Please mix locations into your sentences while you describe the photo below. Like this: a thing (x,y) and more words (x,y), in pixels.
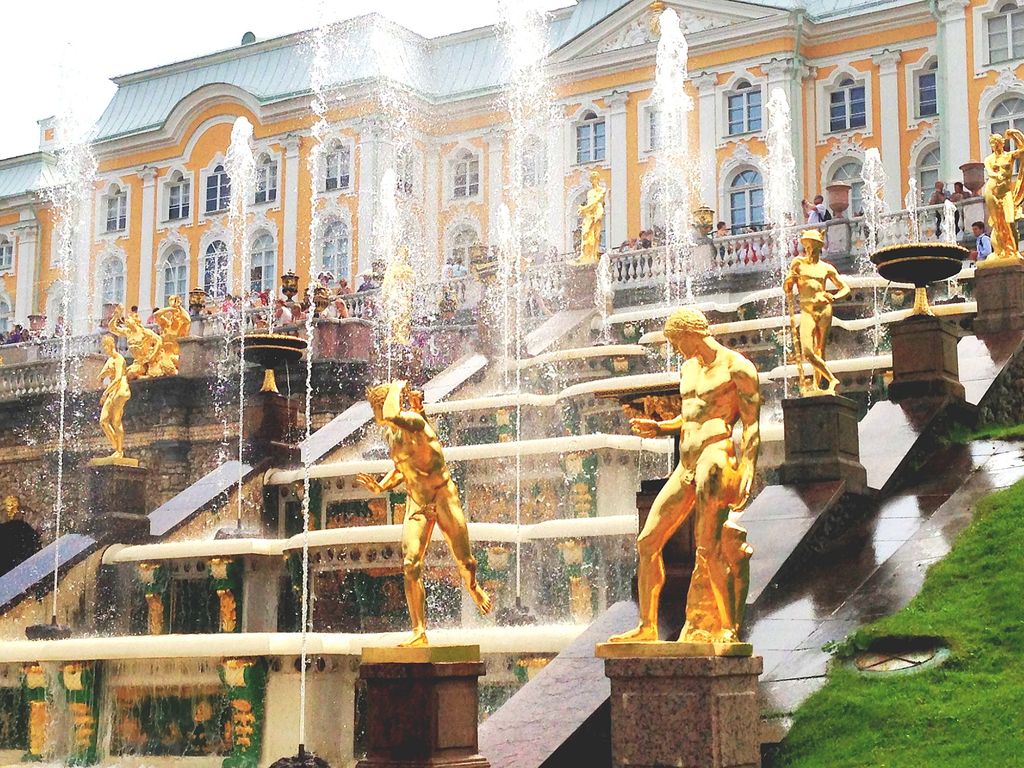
In this picture I can see water fountains (555,350), sculptures (817,268) of people (808,259), there are group of people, a building (969,5), grass (968,596), and in the background (114,60) there is sky (98,49).
